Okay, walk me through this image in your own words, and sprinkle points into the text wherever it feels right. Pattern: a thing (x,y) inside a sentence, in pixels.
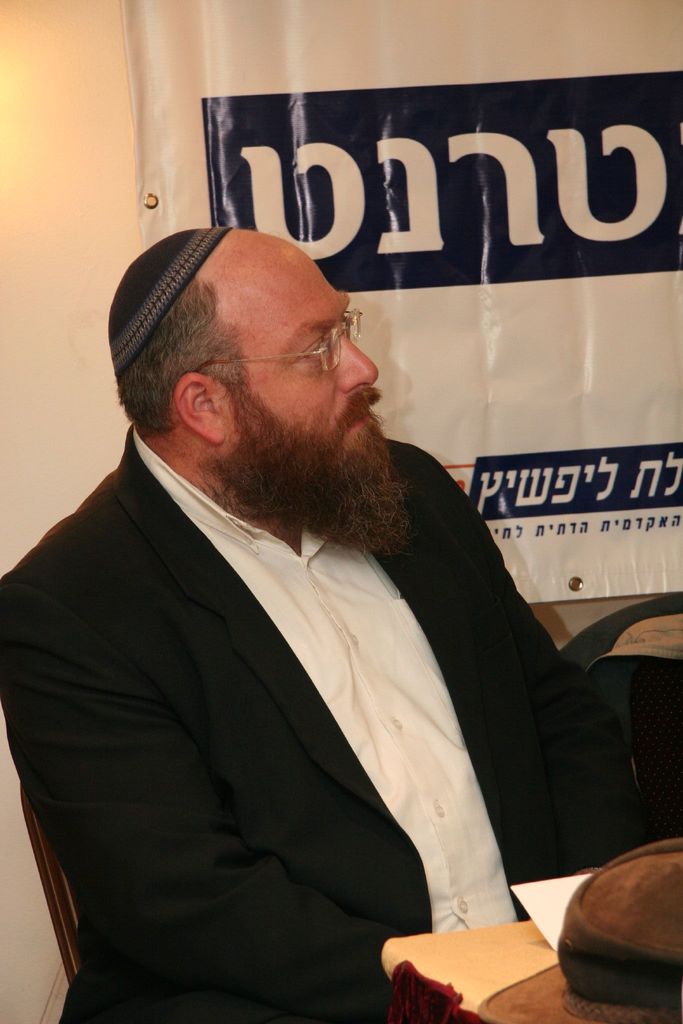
This picture describe about a person (302,573) who is wearing black coat (277,799) and white shirt (479,912) and sitting on the chair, having a long beard (274,448) with traditional cap (156,295) on the head (208,354). Behind we can see a white and blue hanging banner (448,208).
